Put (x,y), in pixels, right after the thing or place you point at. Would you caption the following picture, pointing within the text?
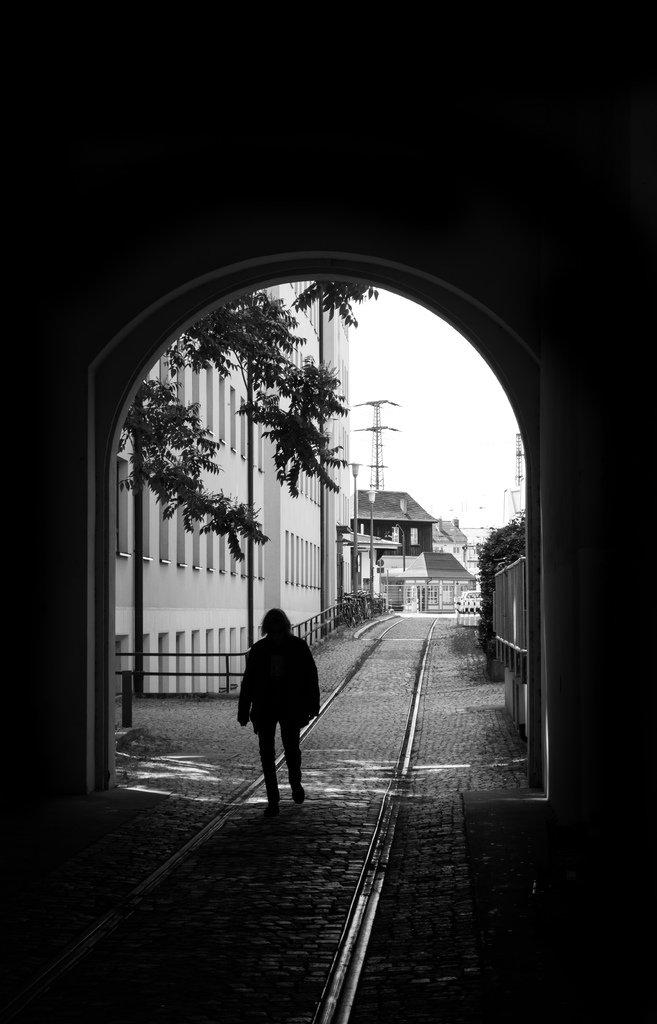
In the foreground (358,803) I can see a person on the road (383,786). In the background (153,526) I can see buildings (331,586), trees (224,503), towers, lights poles (374,496) and the sky (471,478). This image is taken may be on the road (301,744).
